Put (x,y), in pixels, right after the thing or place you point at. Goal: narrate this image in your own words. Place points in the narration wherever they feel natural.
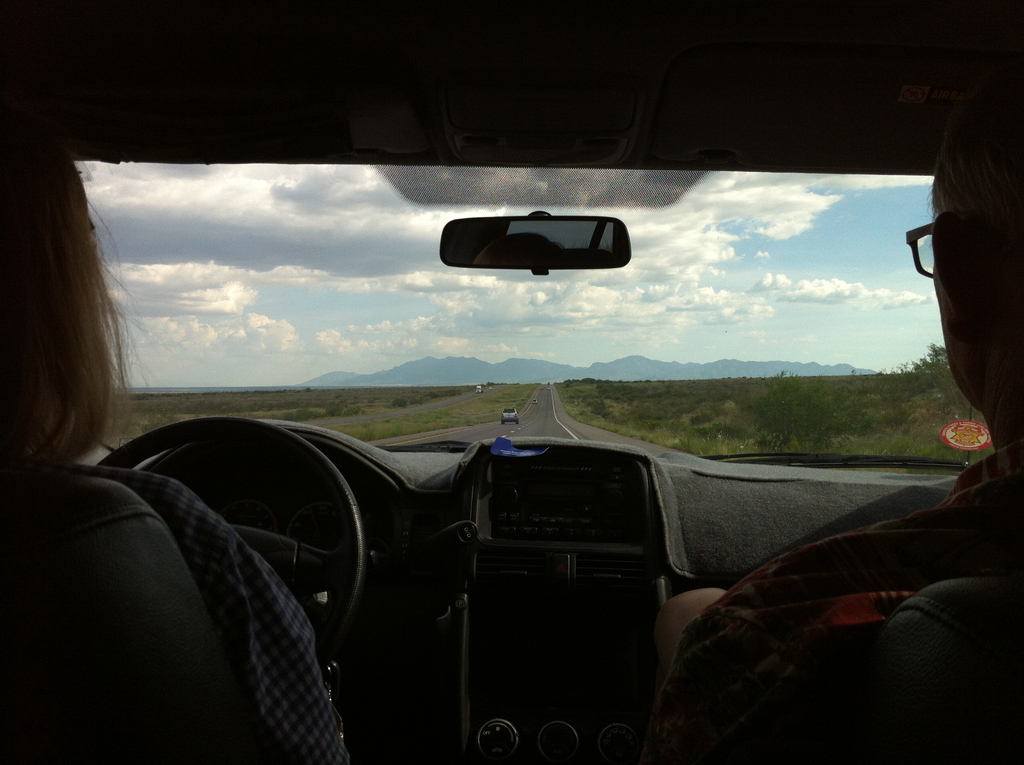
In this image, there are two persons (901,555) sitting inside the car (263,523). There is a mirror (537,267) and sky (570,292) in the middle of the image (454,333).
